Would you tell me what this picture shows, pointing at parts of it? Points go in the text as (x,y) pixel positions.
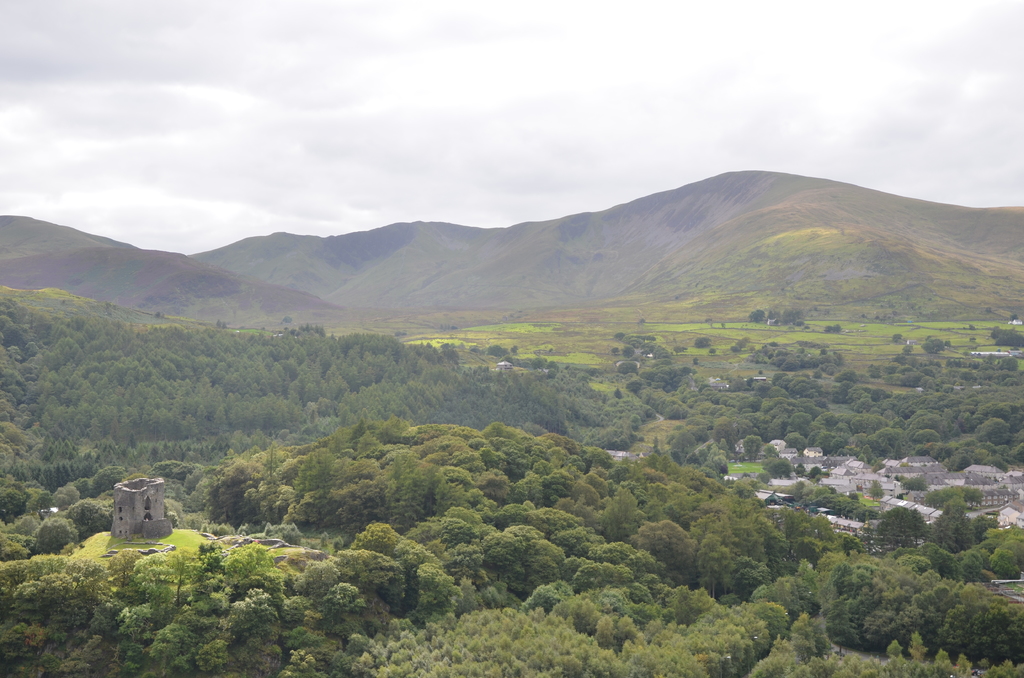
In the picture we can see trees (795,526), plants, historical constructions (157,513) on the grass surface (184,541) and in the background (577,424), we can see trees (101,352), hills (420,295) and sky (287,95) with clouds (243,130).
